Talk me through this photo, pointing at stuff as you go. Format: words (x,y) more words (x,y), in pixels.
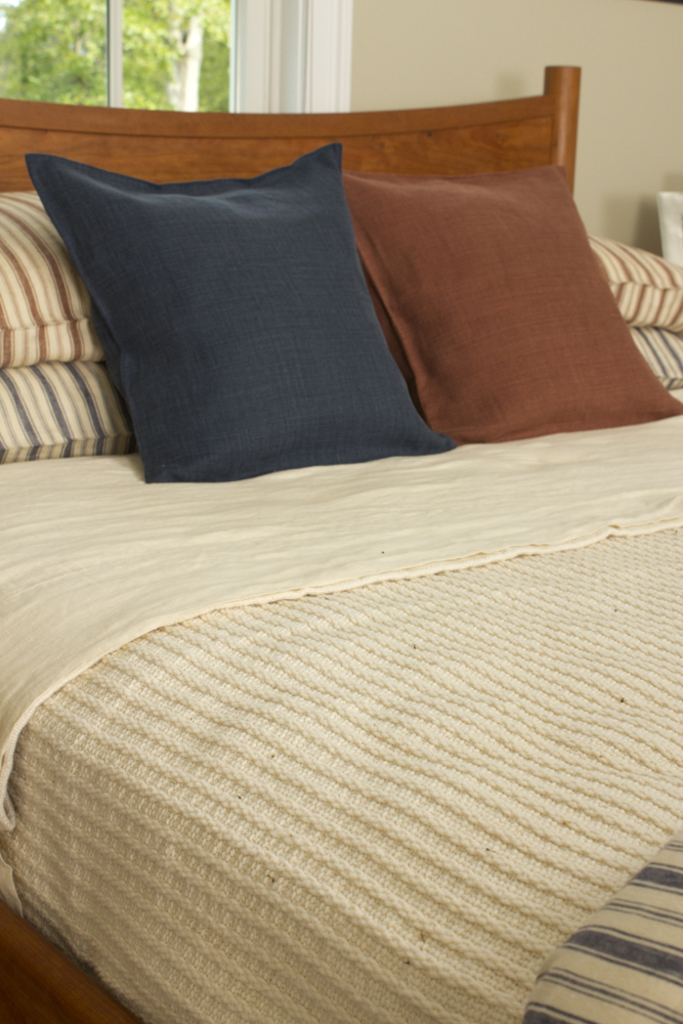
In this image we can see a bed (505,133) with a pillow (318,414) and bed-sheet (420,712). At the background (172,92) we can see a window (169,55) and a tree (171,21).
